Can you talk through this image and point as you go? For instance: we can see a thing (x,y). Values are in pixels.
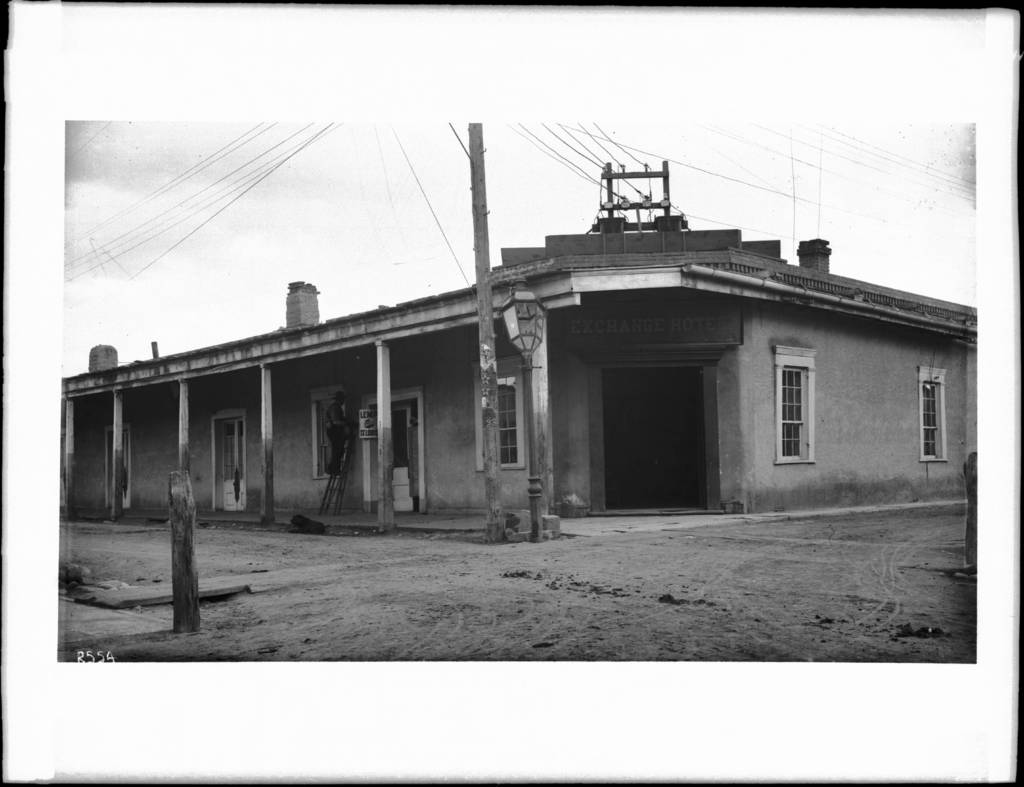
In this picture we can see a house (397,365), in front of the house (470,331) we can find few poles (489,434), and we can see a man (333,422) on the ladder (337,473), in the background we can find few cables (606,137).
